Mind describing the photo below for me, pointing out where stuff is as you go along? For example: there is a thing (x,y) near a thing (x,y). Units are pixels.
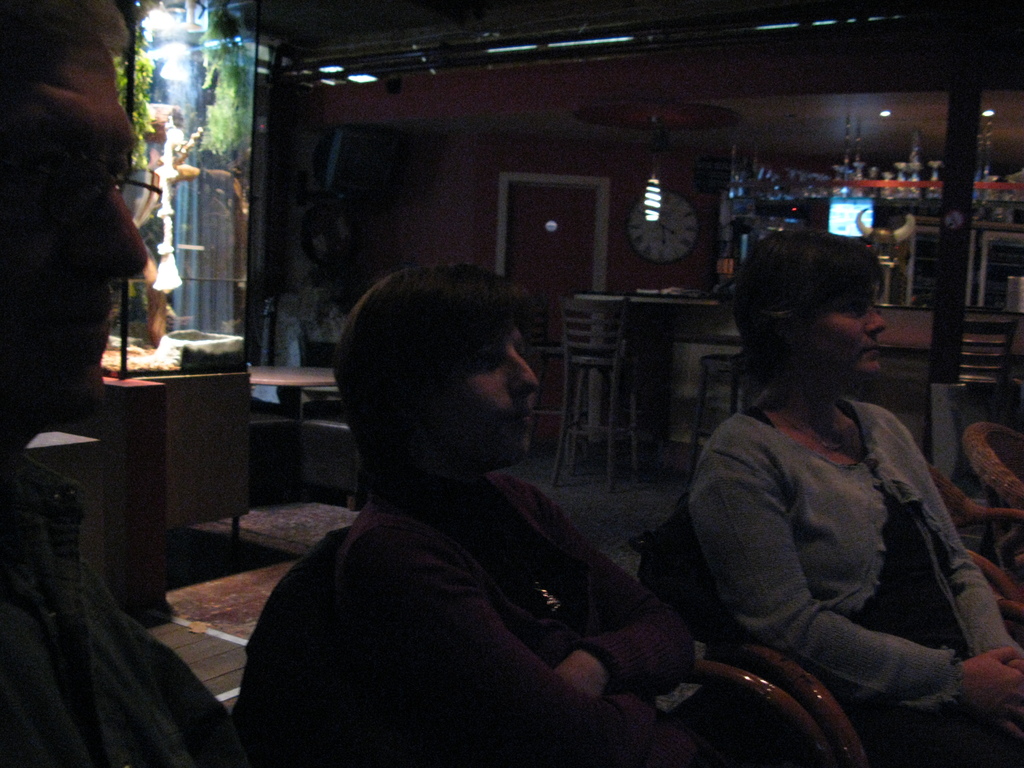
In the front of the image (133,665) people (350,610) are sitting on chairs (994,454). In the background of the image (925,317) we can see chairs (599,359), tables (649,348), rack (1022,203), door (552,259), television (372,150), clock (684,202), lights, plants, glass (224,193) and things (897,276).
